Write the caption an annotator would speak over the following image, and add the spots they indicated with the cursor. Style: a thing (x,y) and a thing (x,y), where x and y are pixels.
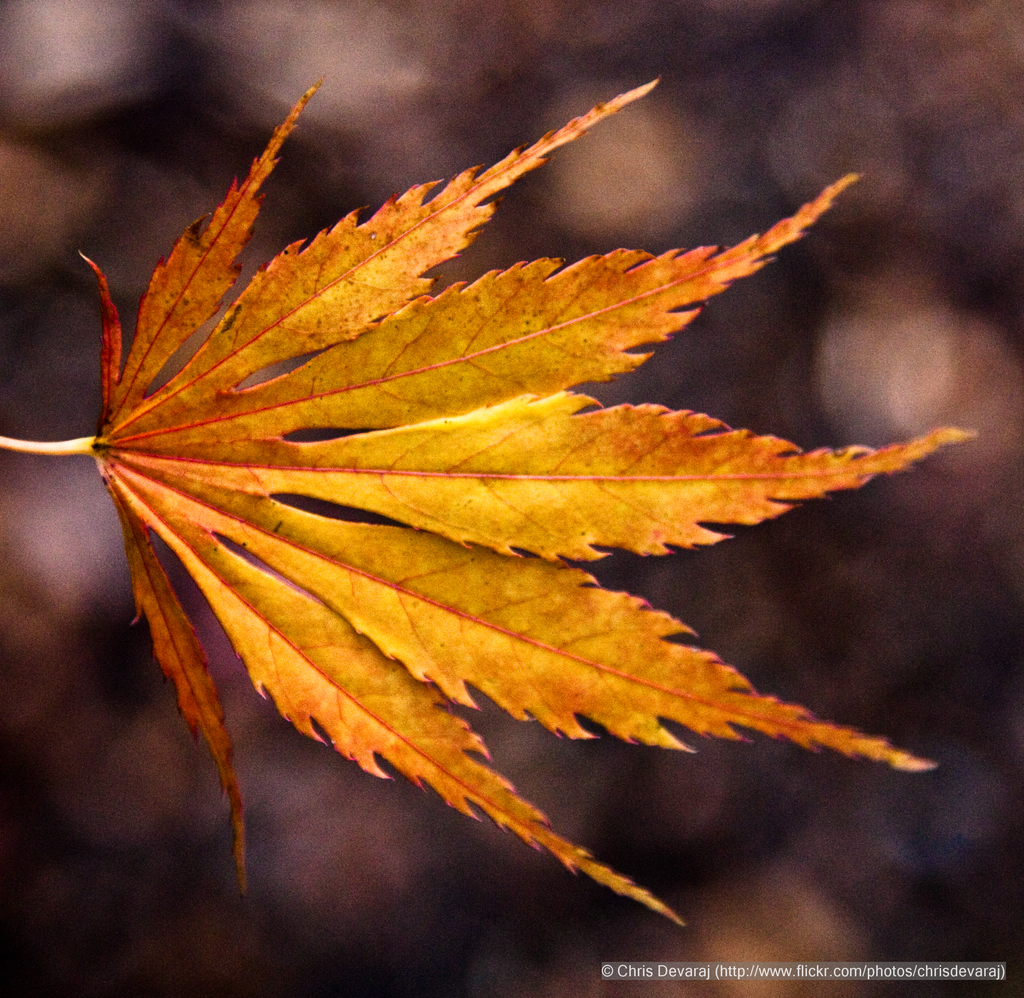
In this image in the front (415,433) there are leaves (462,534) and the background (728,951) is blurry and at the bottom right of the image (728,968) there is some text (714,976) which is visible.
